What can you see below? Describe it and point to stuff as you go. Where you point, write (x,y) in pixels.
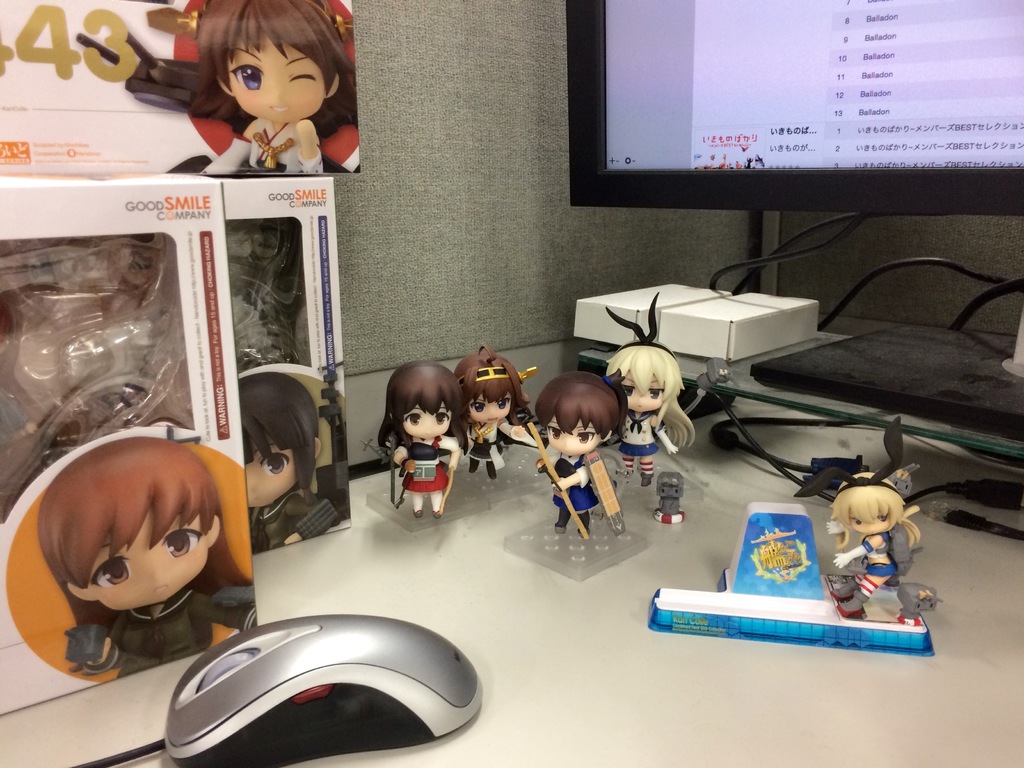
In this image there are toy boxes (195,355) on the left side (203,435) and toys (487,367) on the right side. At the bottom (288,711) there is a mouse (223,717). On the right side (828,129) top there is a desktop (801,133). Under the desktop (839,193) there is a table (745,381) on which there are boxes (714,303).
